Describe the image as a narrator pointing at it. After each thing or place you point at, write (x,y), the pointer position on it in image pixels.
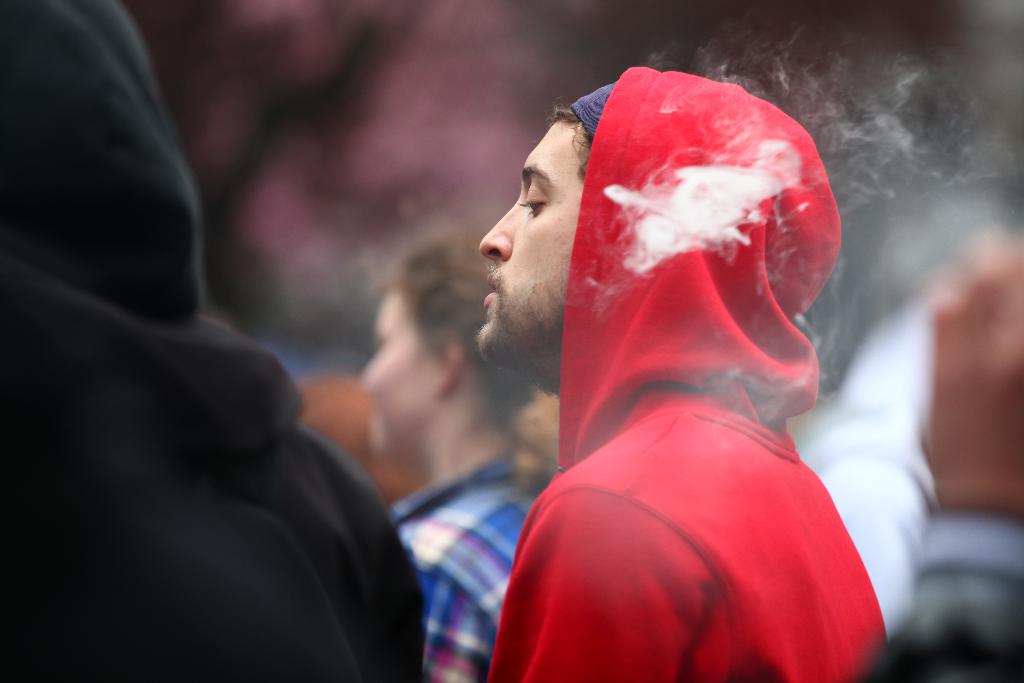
In this image there are a group of persons (594,479) towards the bottom of the image (95,463), there is a person's hand (961,407) towards the right of the image (955,396), the background of the image (919,165) is blurred.
